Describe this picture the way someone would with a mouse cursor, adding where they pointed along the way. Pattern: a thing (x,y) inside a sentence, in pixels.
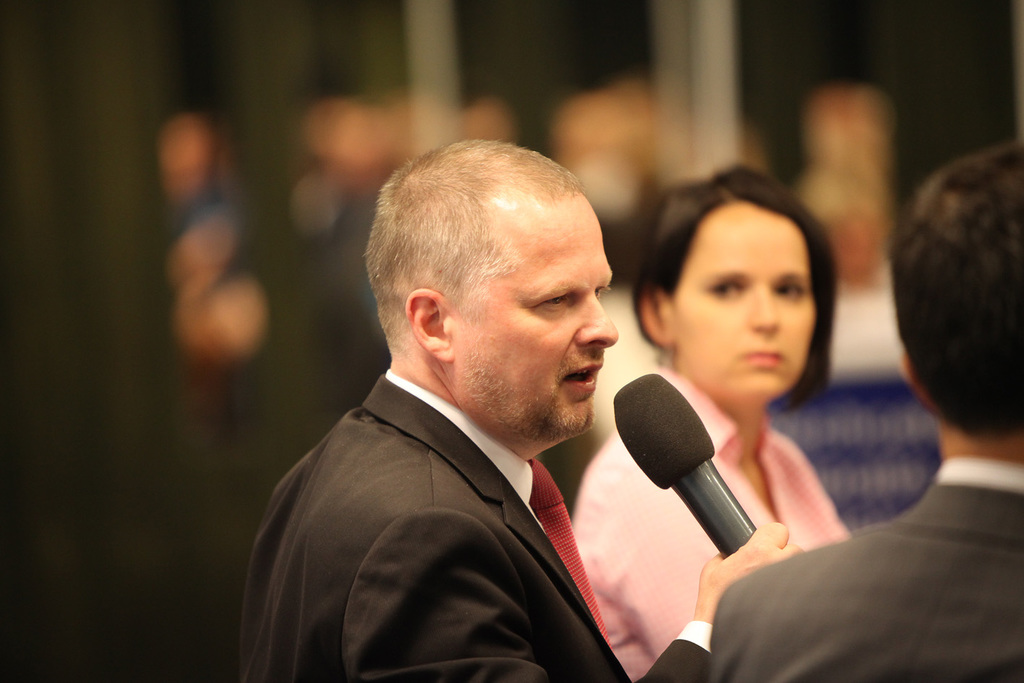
In the image we see there is a man (480,449) who is holding a mike (710,459) and beside him there is a woman (783,393) and on the other there is another person (971,396).
